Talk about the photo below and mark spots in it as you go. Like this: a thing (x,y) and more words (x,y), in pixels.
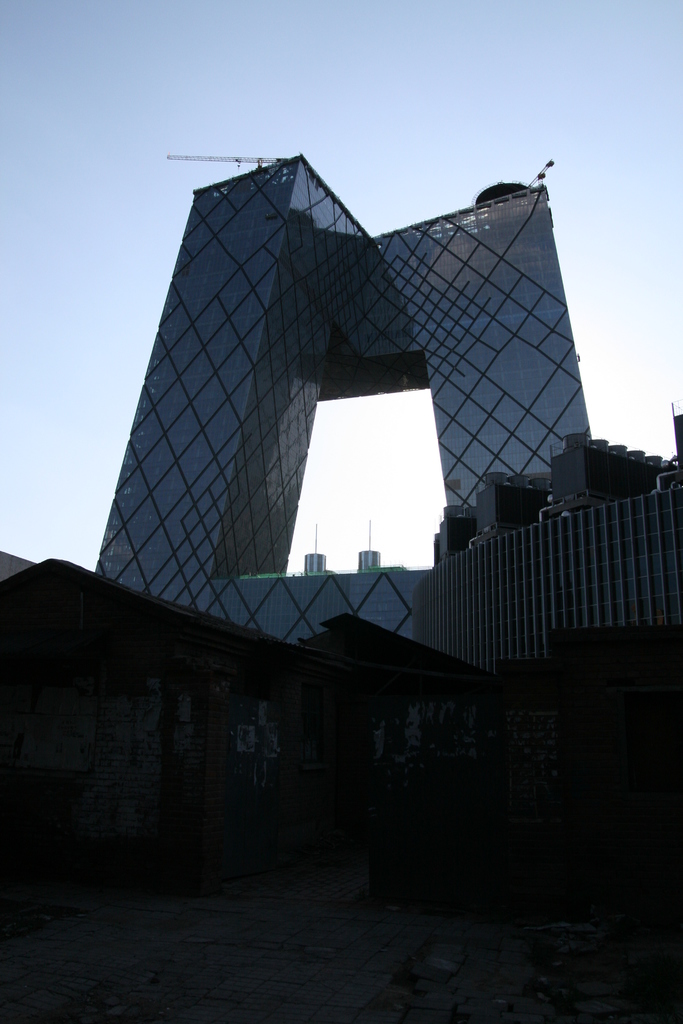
At the foreground of the image (365,743) we can see some huts (318,761) and at the background of the image (232,403) we can see some buildings (543,590) and tallest glass building (306,327) and at the top of the image (371,103) there is clear sky (398,100).
